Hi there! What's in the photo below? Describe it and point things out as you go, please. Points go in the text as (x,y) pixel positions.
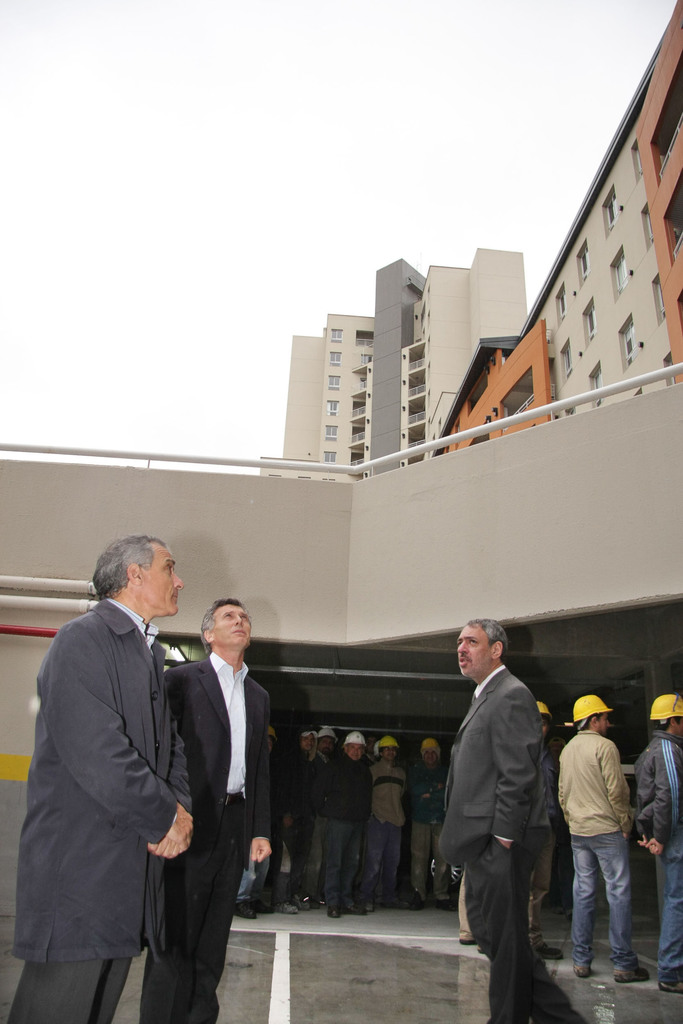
On the left side (168,670), there are two persons (150,607) watching something. On the right side (499,907), there is a person (524,686) in a suit (506,677), speaking and walking. In the background (613,778), there are other persons (657,764) under a roof (508,442), there are buildings (483,270) and there are clouds (401,178) in the sky (329,31).
